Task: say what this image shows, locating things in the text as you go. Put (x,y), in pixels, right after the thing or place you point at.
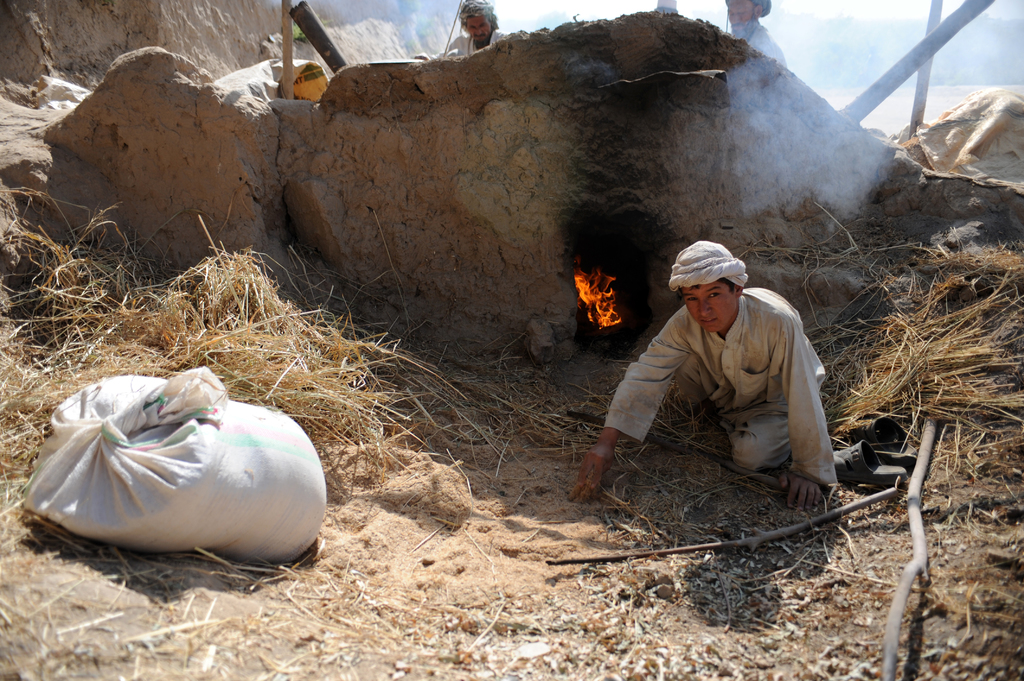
In this image, we can see a person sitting on the ground (668,499), there is a bag (117,459) on the left (182,454), we can see fire (606,309), there are two persons (761,45) standing in the background (459,46).
